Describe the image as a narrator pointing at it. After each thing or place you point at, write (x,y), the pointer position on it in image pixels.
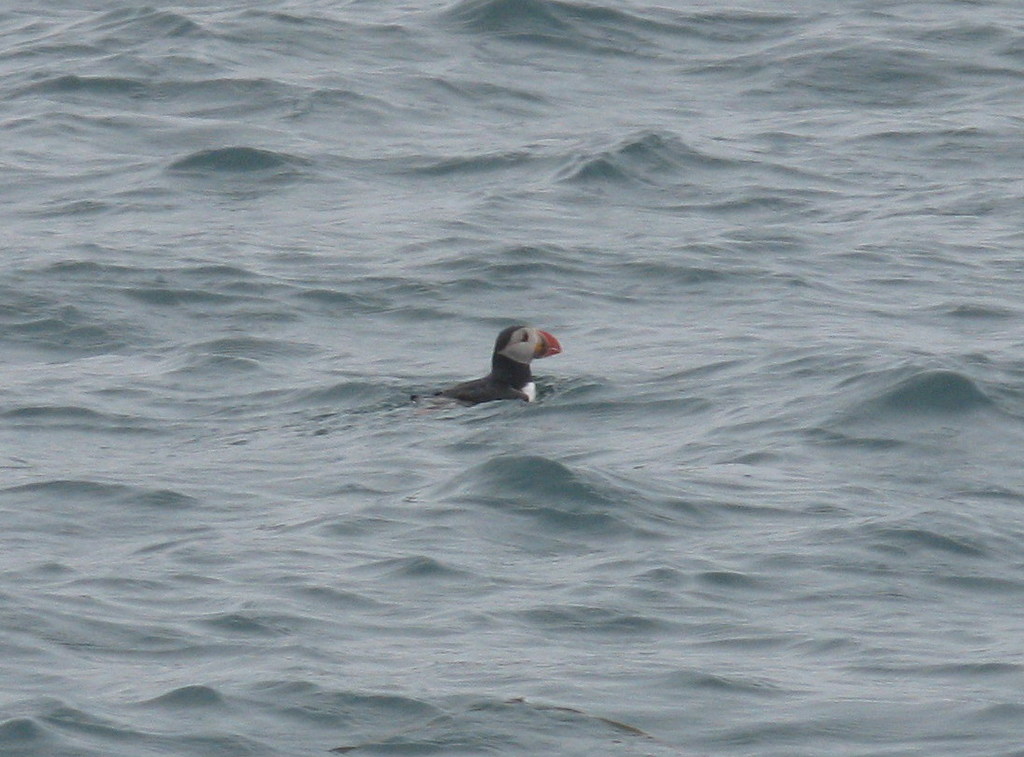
In the image in the center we can see one bird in the water (583,267).
